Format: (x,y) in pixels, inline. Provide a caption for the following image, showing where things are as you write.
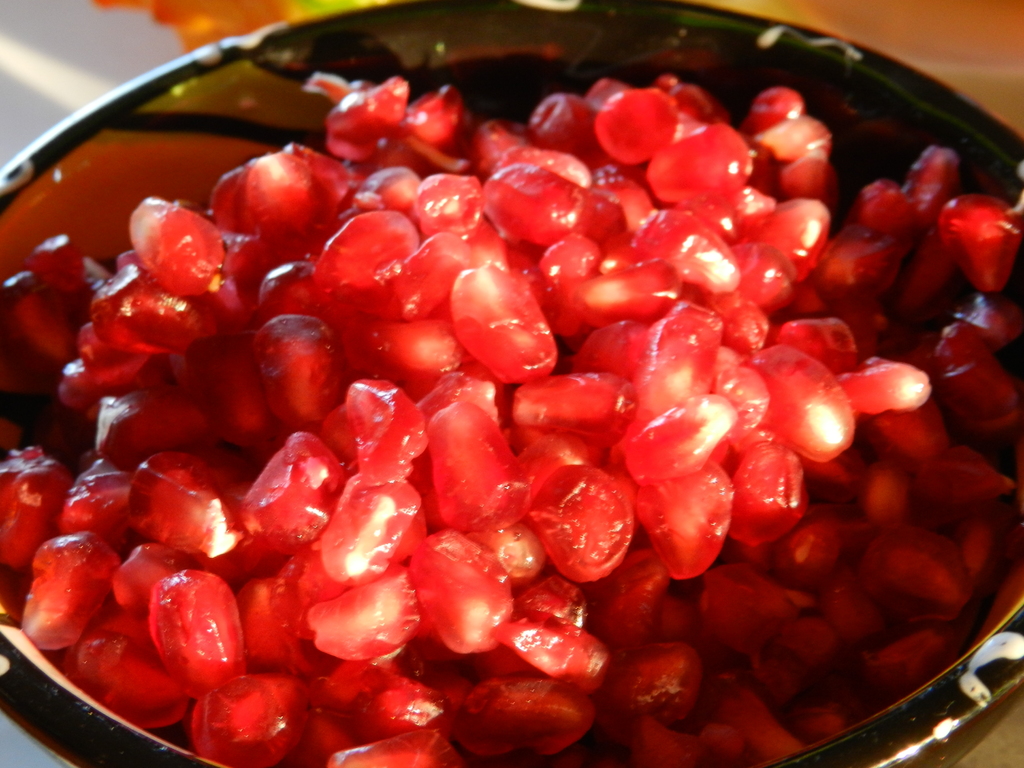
There are red color seeds (87,509) of a fruit (188,273). These are in a bowl (91,173).
